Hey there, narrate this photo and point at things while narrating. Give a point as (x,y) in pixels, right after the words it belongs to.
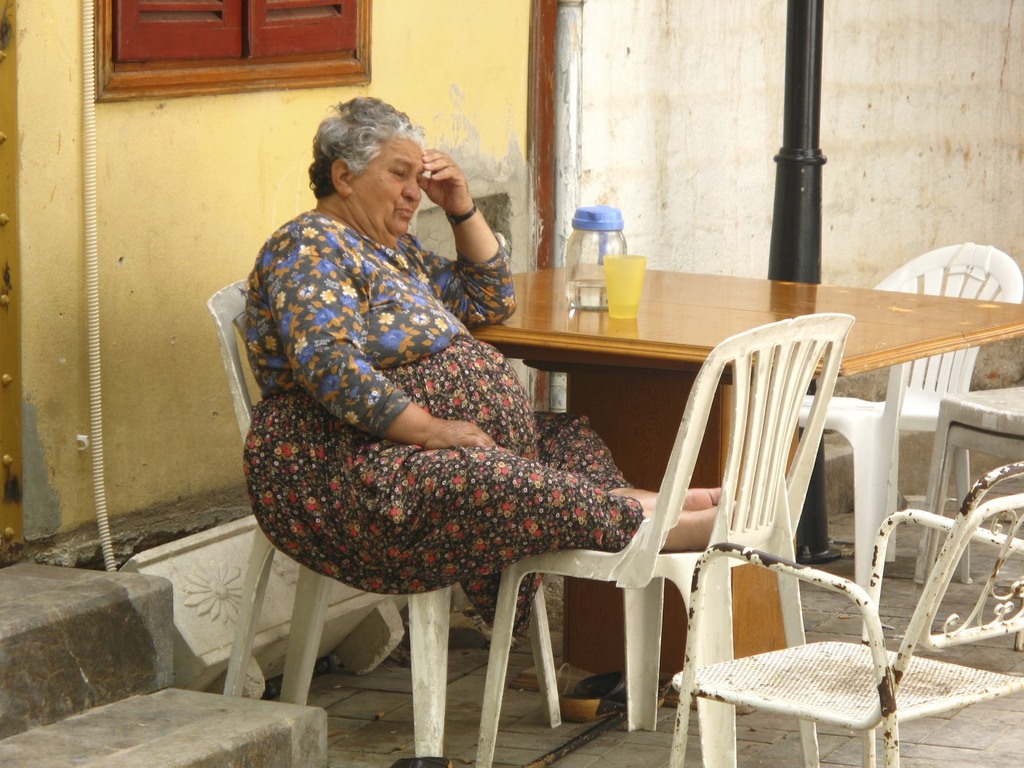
In this picture we can see a woman (306,239) sitting on the chair (431,660). And there is a table (680,654) on the table (676,272) there is a jar (585,248) and glass (615,297). Here this is the pole (801,263) and there is a wall (261,151) on the background (215,218). This is the window (216,39), and this is the floor (623,744). And there is a pipe (96,369) here.
